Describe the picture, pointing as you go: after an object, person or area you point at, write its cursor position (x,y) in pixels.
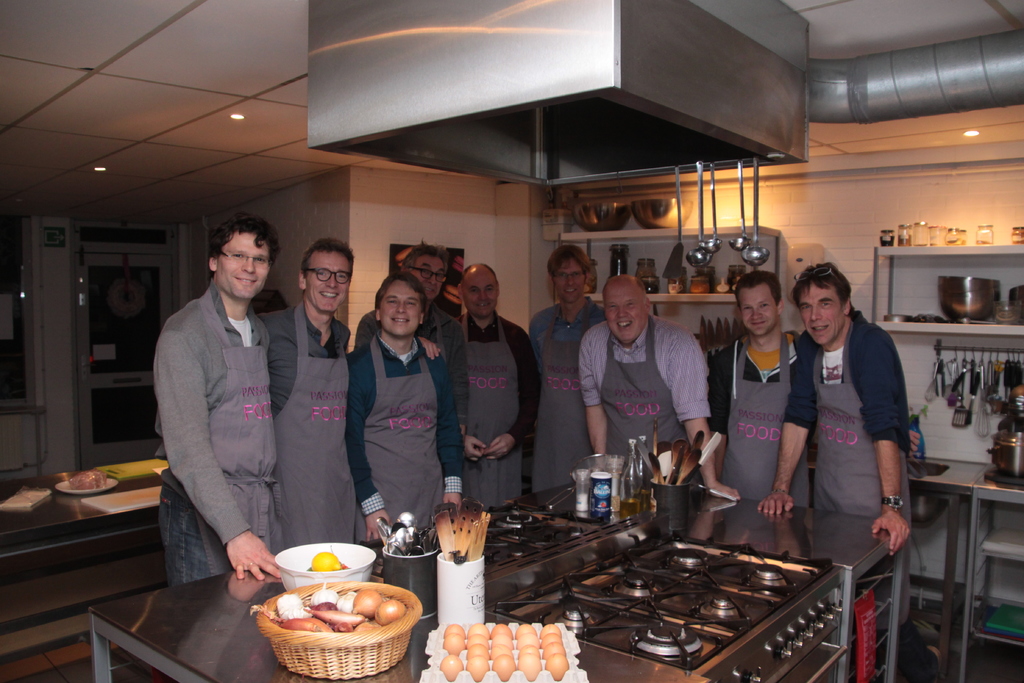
In this picture I can see the eggs (496,649), stoves (570,621) and other things (451,562) at the bottom (460,594), in the middle (621,305) a group of men (483,423) are standing. At the top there are ceiling lights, on the right side (907,240) I can see few things (986,306) on the shelves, it looks like a kitchen room (364,242).
